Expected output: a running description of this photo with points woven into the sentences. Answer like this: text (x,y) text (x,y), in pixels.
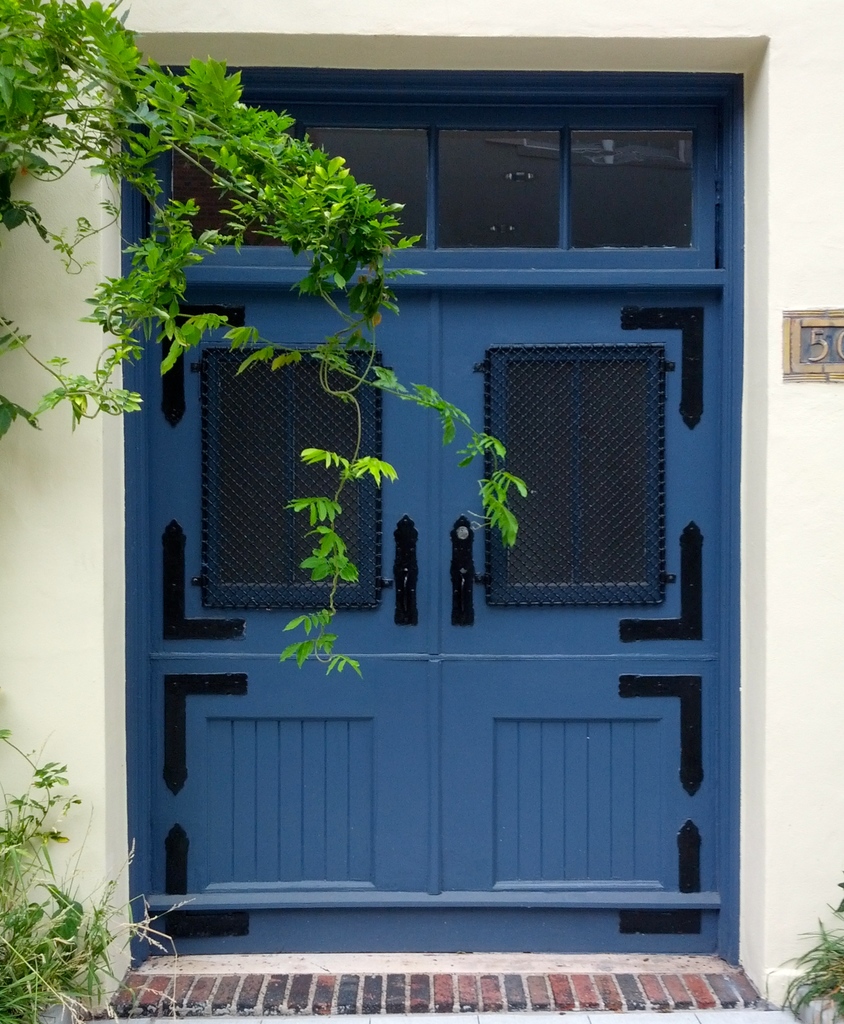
On the left side of the image (25,87) we can see one tree (7,208) and plants (56,889). In the background (714,597) there is a wall (762,641), plaque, one door (424,509), which is in blue color and a few other objects (428,1010). At the bottom right side of the image (804,955), we can see the grass (832,988).
